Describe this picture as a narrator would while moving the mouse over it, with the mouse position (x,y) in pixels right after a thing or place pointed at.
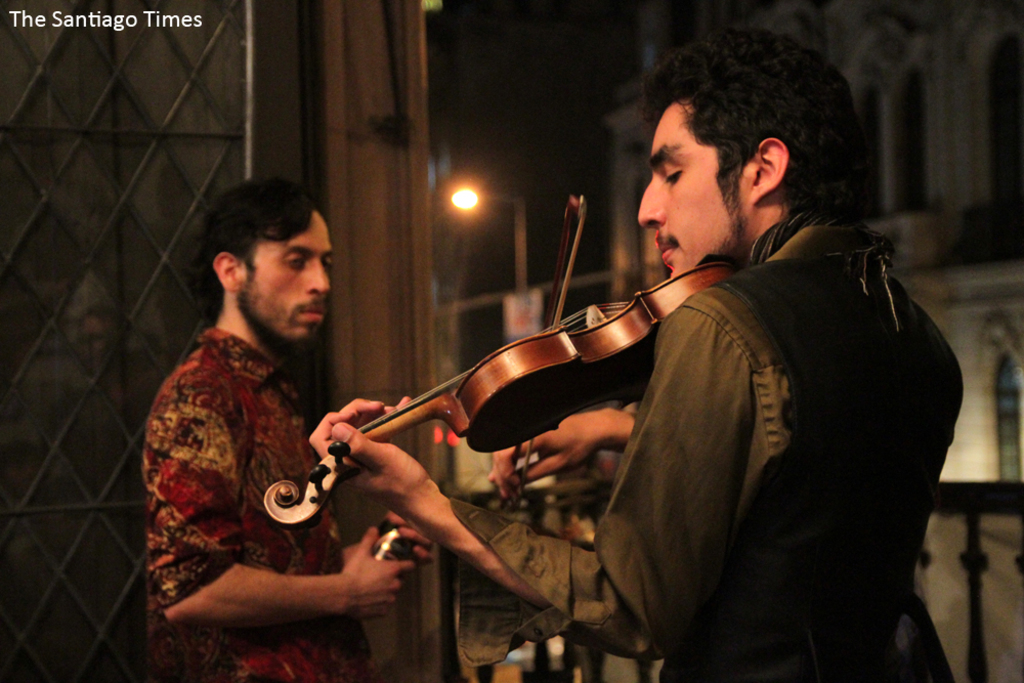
In this image, in the right side (849,600) there is a boy (849,600) standing and he is holding a violin (569,348) which is in brown color, he is playing the violin (495,397), in the left side (267,559) there is a boy (237,449) standing and in the background (469,195) there is a street light (470,196) which is in yellow color, there is a wall (960,48) which is in white color.
